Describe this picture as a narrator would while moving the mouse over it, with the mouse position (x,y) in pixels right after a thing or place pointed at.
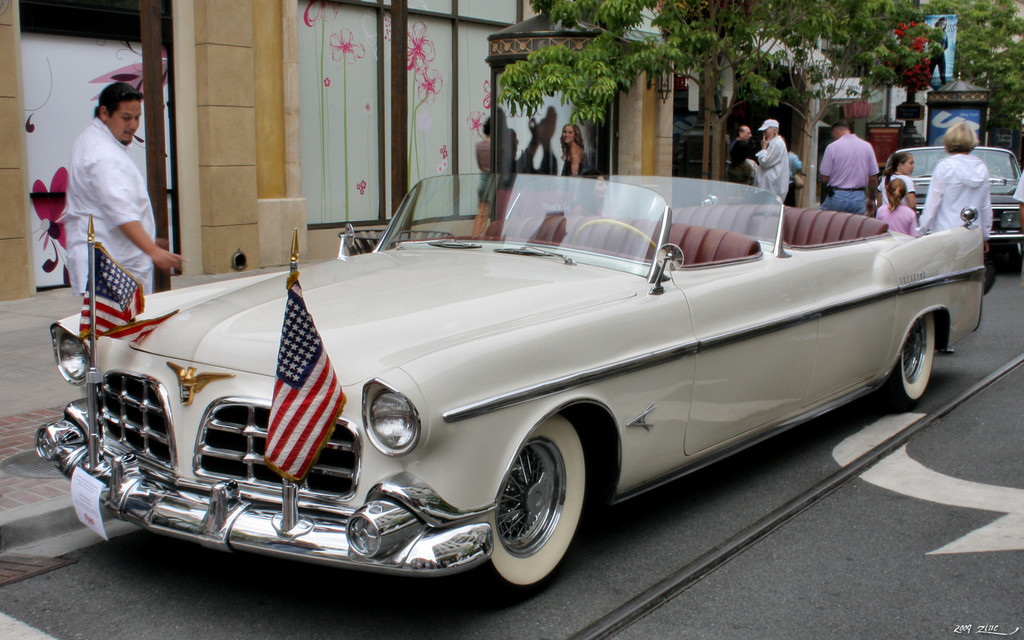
There are few persons (973,188) and cars (797,366) on the road (602,588). In the background (173,148) we can see buildings (697,119), trees (1005,20), and hoardings (557,131).
